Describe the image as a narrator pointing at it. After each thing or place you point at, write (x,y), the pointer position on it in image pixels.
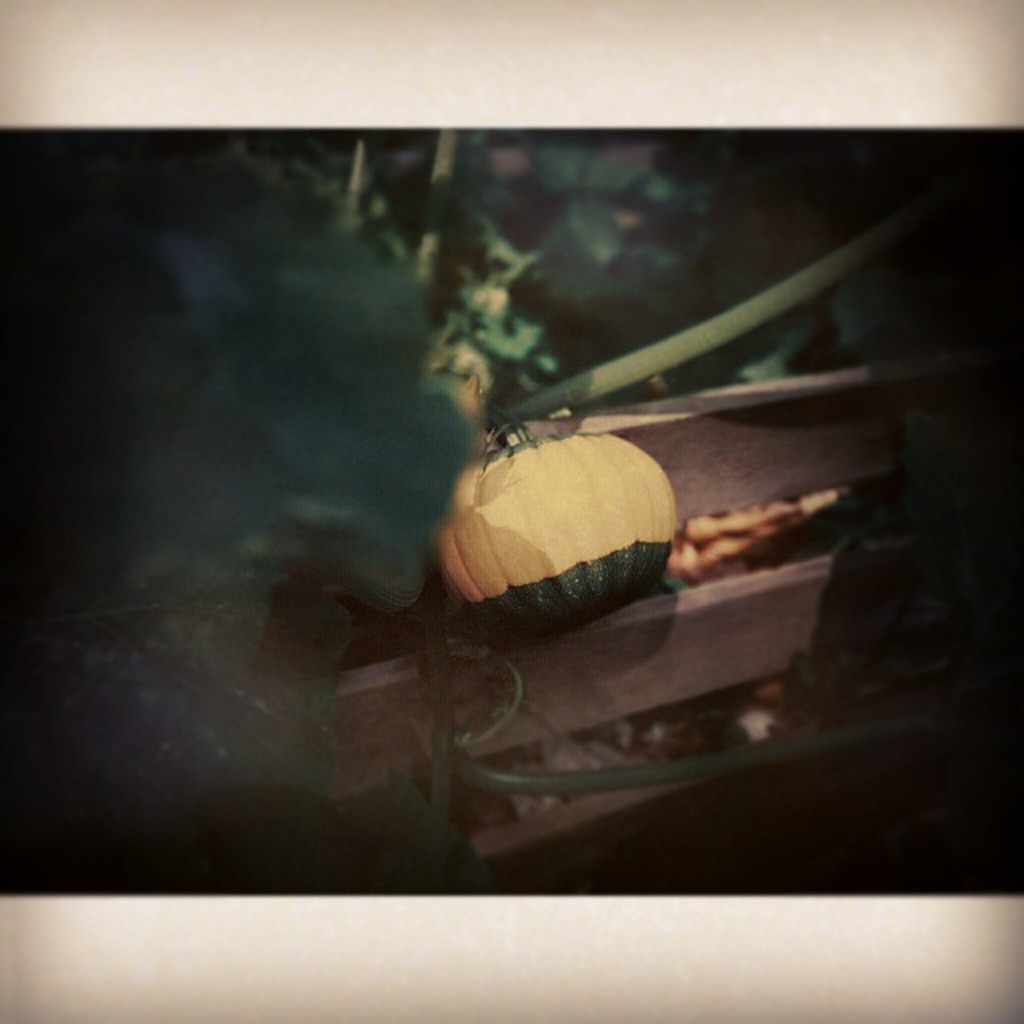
This looks like an edited image. I can see a pumpkin (532,483), which is resting on the wooden planks (659,420). I think this is a pipe (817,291). In the background (456,325), I can see the plants (508,341), which are green in color.
